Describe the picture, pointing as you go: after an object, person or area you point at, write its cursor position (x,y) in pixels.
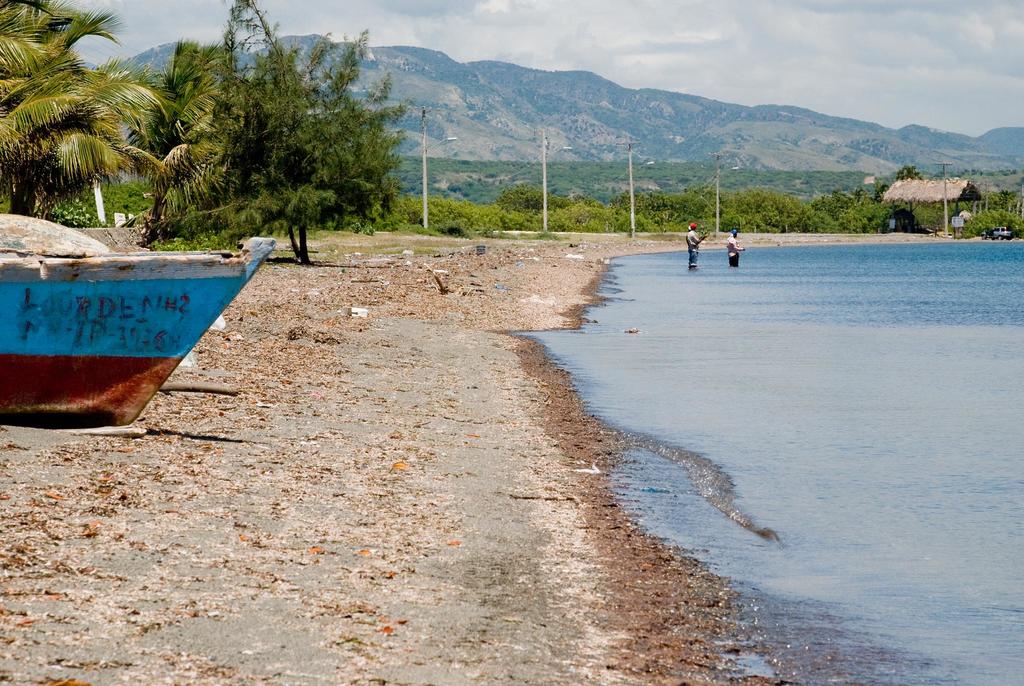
In this picture we can see two persons (696,265) in water (809,413), shelter (930,191), poles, trees (159,142), mountains (728,172) and a boat (217,281) on the ground (357,355) and in the background (652,44) we can see the sky (698,81) with clouds (748,23).
